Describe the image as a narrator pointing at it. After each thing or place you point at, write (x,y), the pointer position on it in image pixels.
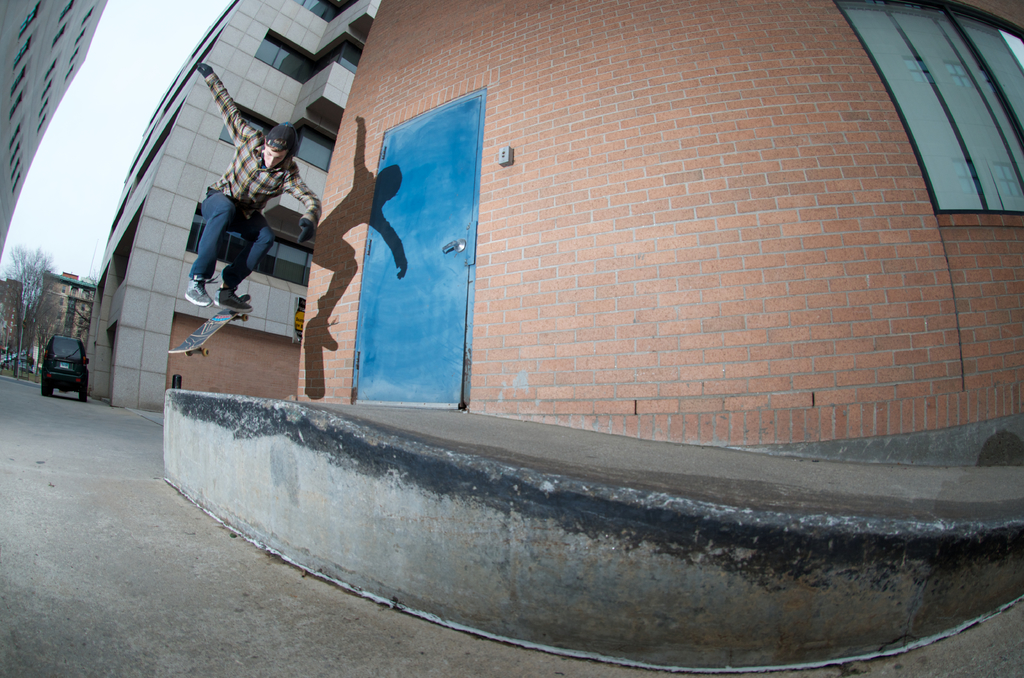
In this image we can see a person (262,233) on a skating board (212,325). Beside the person (235,290) we can see few buildings (120,310). On the right side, we can see a building (399,181) with a door (400,270). In the background (181,208), we can see few buildings (79,282), tree (45,314), a vehicle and the sky (73,268).
